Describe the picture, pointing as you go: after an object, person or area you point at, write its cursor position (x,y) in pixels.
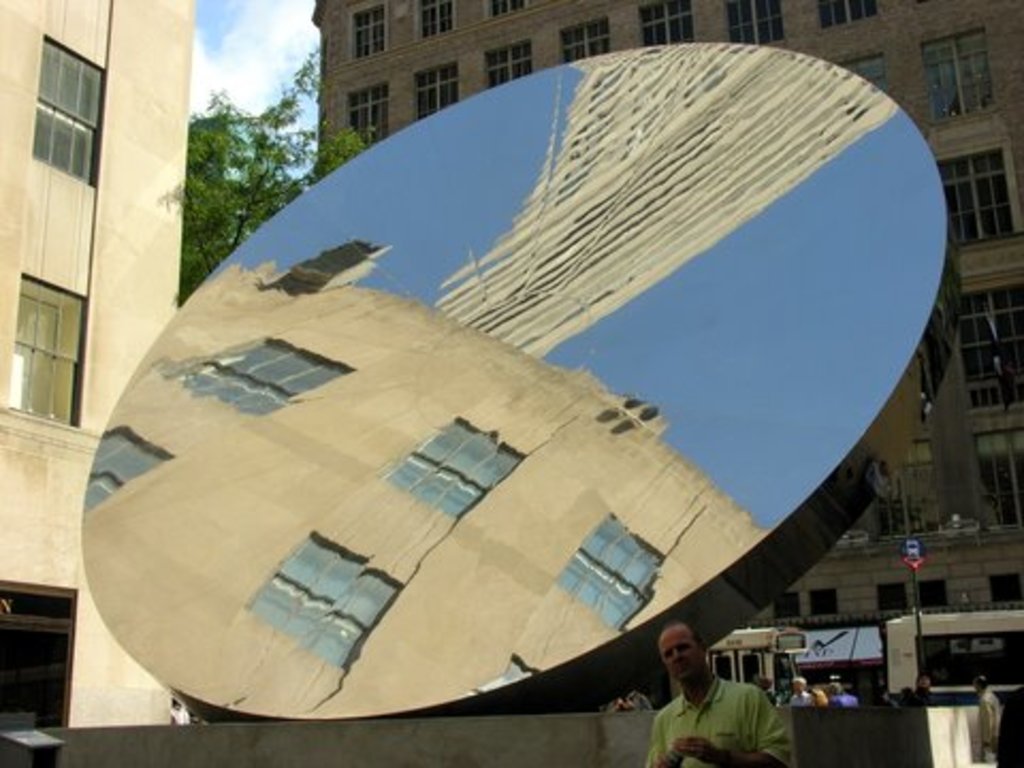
At the bottom of the image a man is standing. Behind him there is a sculpture (423,656). Behind the sculpture (739,49) there are some buildings (698,28) and trees (259,150). At the top of the image (197,85) there are some clouds (205,97) and sky (240,82).
